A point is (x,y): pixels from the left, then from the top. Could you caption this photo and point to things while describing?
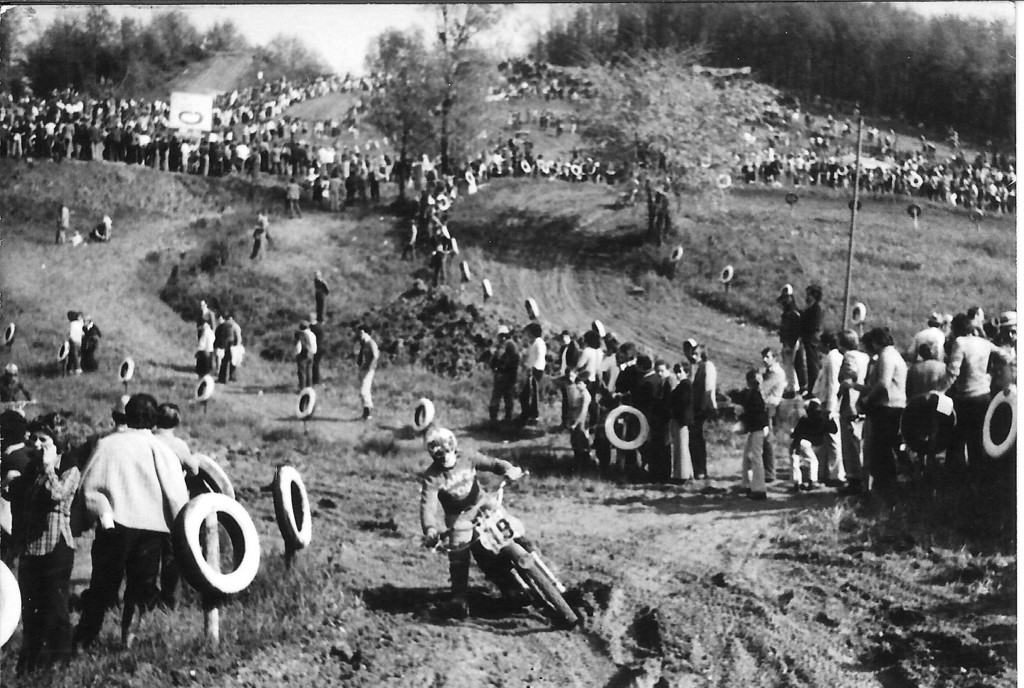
This is a black and white image, in this image there is a dirt bike racing going on, there is a person (519,475) riding a dirt bike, beside them there are spectators (514,349) standing and cheering, in the background of the image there are trees (264,66) and there are rubber tires (629,436).
